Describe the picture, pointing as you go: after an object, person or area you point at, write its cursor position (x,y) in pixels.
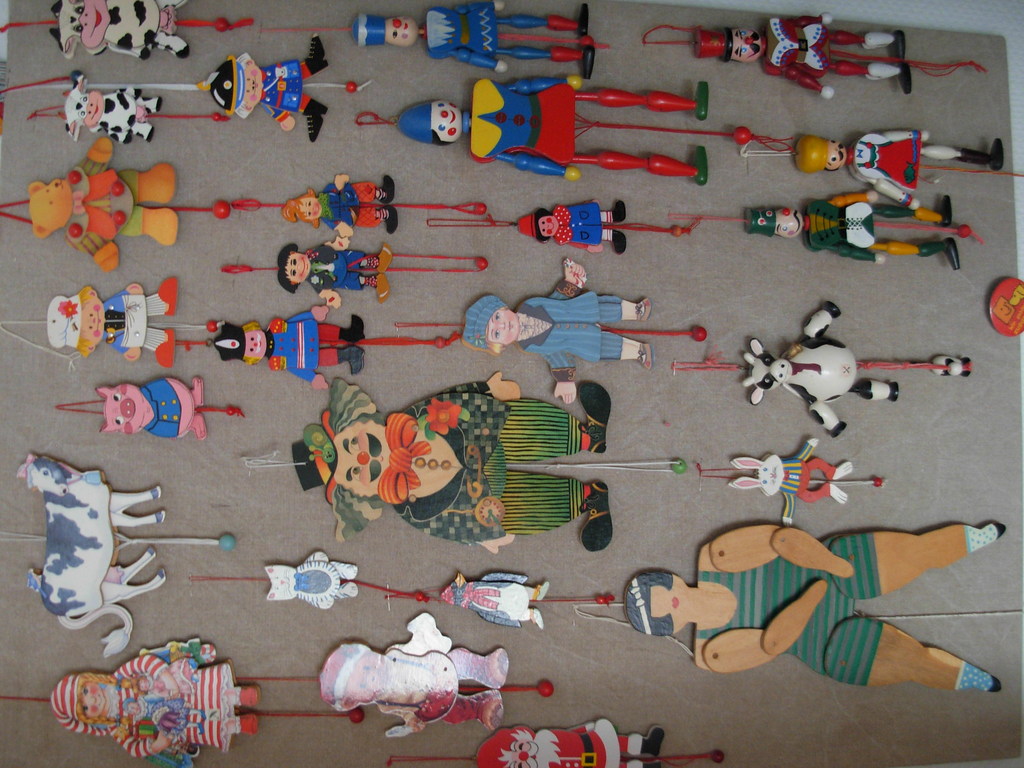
In this image we can see group of toys (529,454) on a surface (567,575). Among them few are similar animal toys (142,422) and human toys (344,422).
